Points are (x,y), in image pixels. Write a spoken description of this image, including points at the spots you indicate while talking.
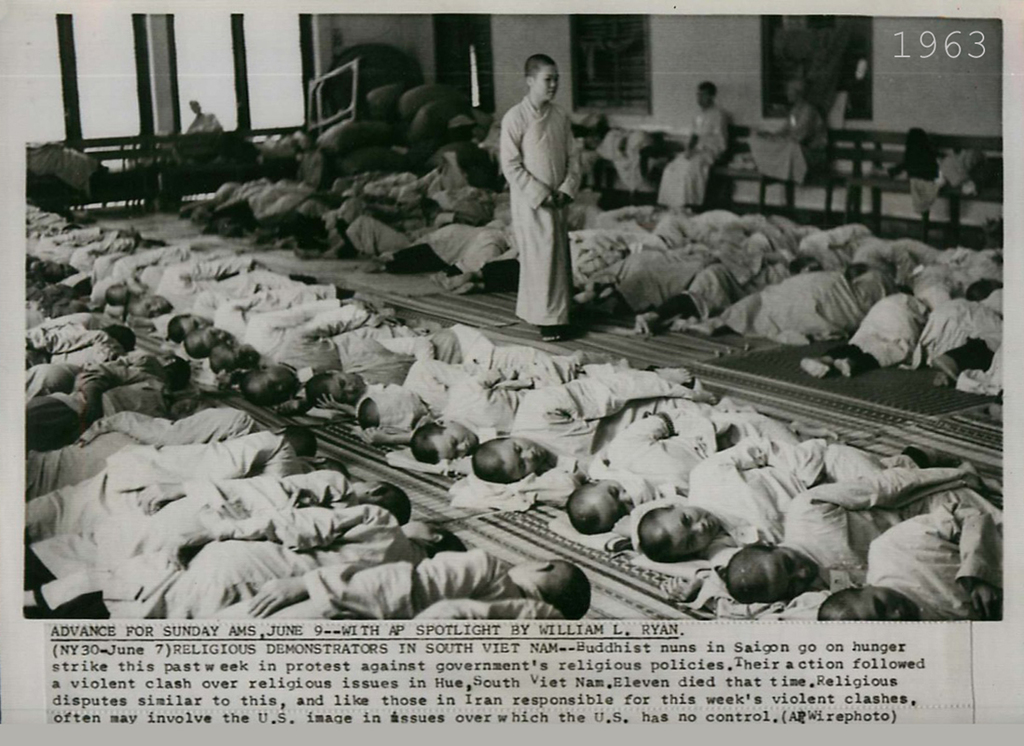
In this picture there are group of people (424,578) lying on the floor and there are two persons (785,139) sitting and there is a person (538,300) standing. At the back (510,97) there is a wall (981,124) and there are bags (428,97) and benches (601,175). At the bottom (610,565) there are mats (440,486) and there is text (485,678).
